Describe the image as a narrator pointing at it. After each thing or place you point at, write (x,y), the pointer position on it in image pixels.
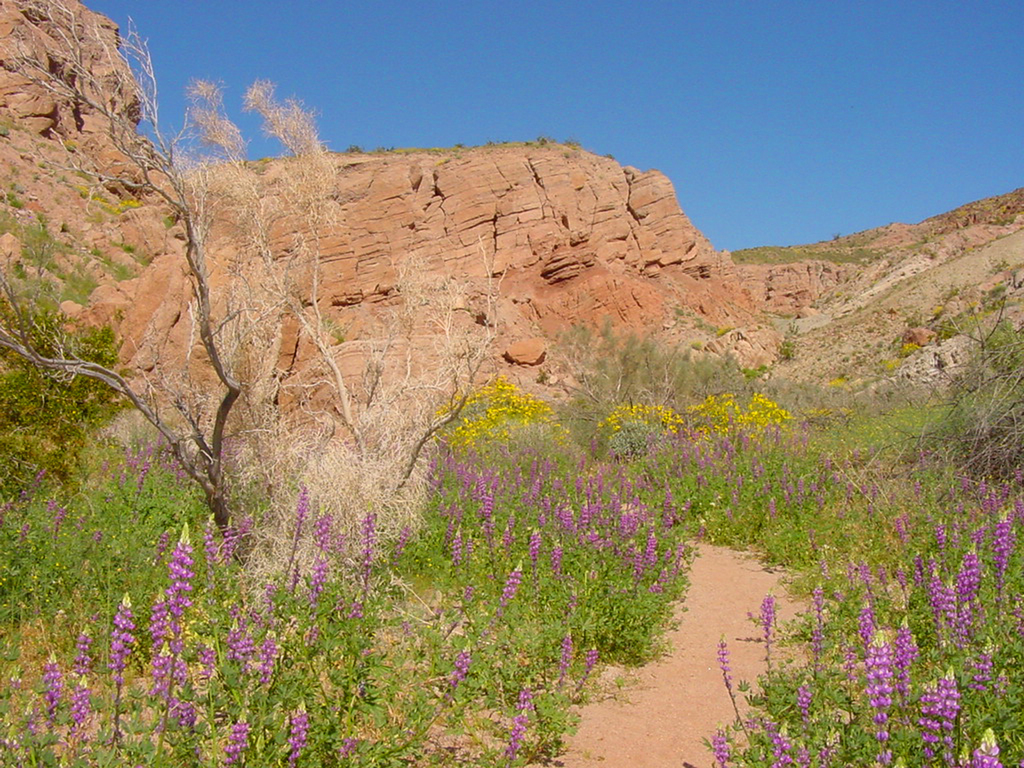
In this image we can see the plants (657,523) with flowers (617,507). And there are trees (328,434), mountains (546,226) and the sky (602,105) in the background (602,105).
